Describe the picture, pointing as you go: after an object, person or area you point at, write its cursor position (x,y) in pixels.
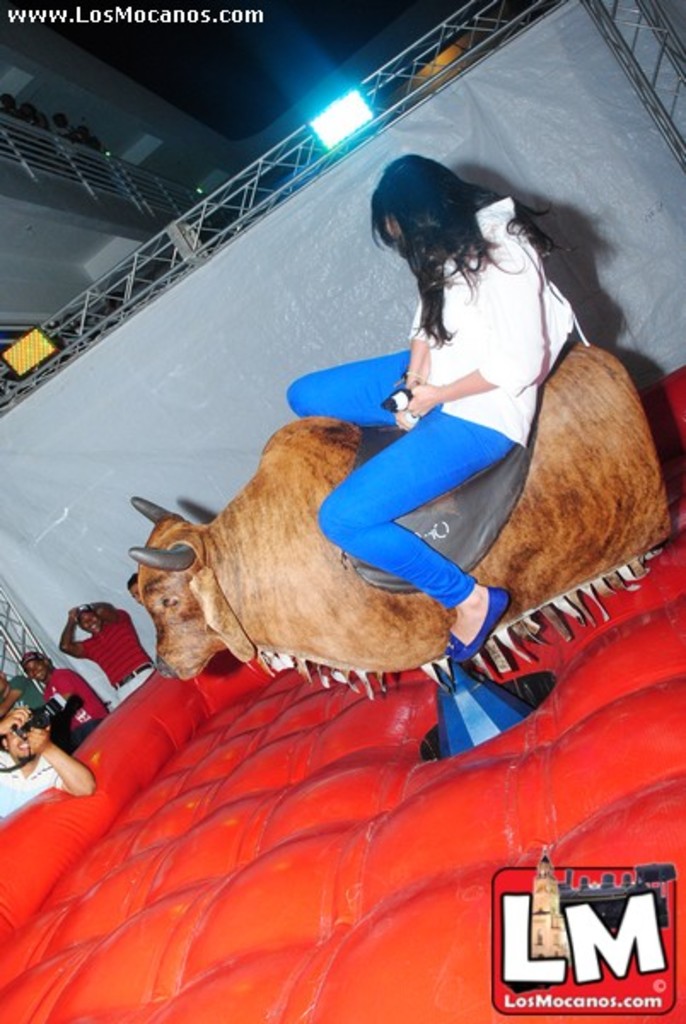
In this image there is a person (358,508) sitting on a bull shaped doll (317,516), at the bottom of the image (525,923) there is a logo (563,915), in front of the bull (290,520) there are some people (14,757), on the other side there is a banner (268,289) with metal rods (236,228), focus lights (35,336), and a building (136,206) with metal rod balconies (79,154) and some people (11,109), at the top of the image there is some text (71,19).
